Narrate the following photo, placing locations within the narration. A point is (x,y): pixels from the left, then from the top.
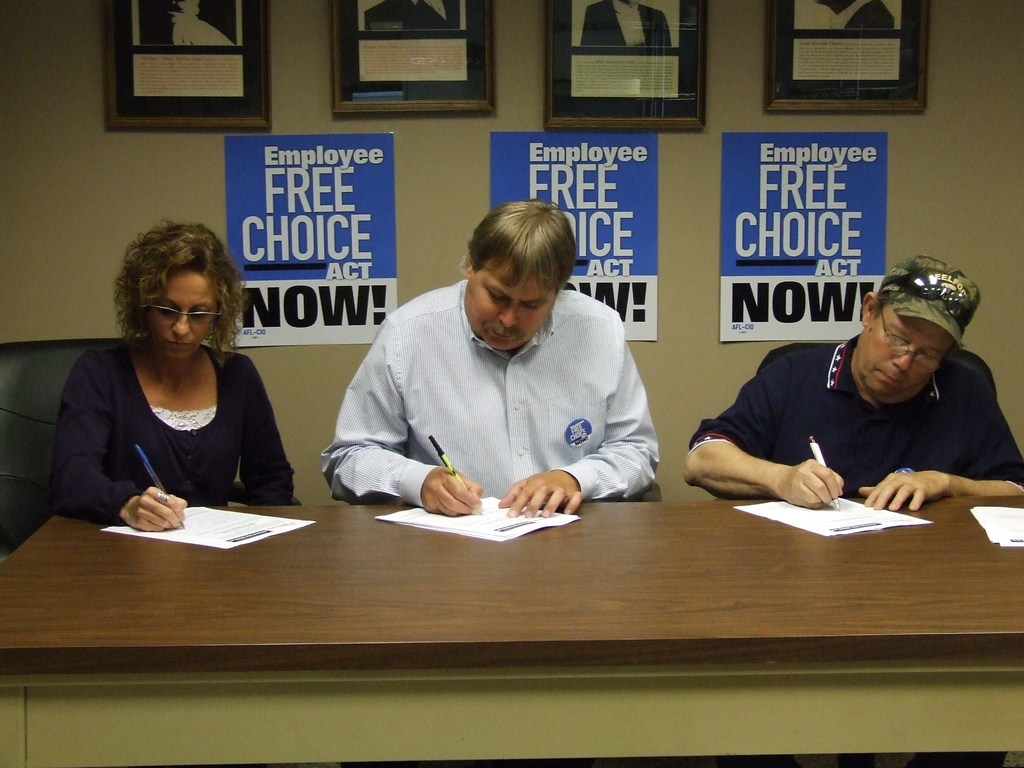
There are three persons (445,356) sitting on chair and writing something on a paper (522,520) which is on the table (491,596) and there are photos (802,86) and some other papers (644,159) attached to the wall (110,212).
